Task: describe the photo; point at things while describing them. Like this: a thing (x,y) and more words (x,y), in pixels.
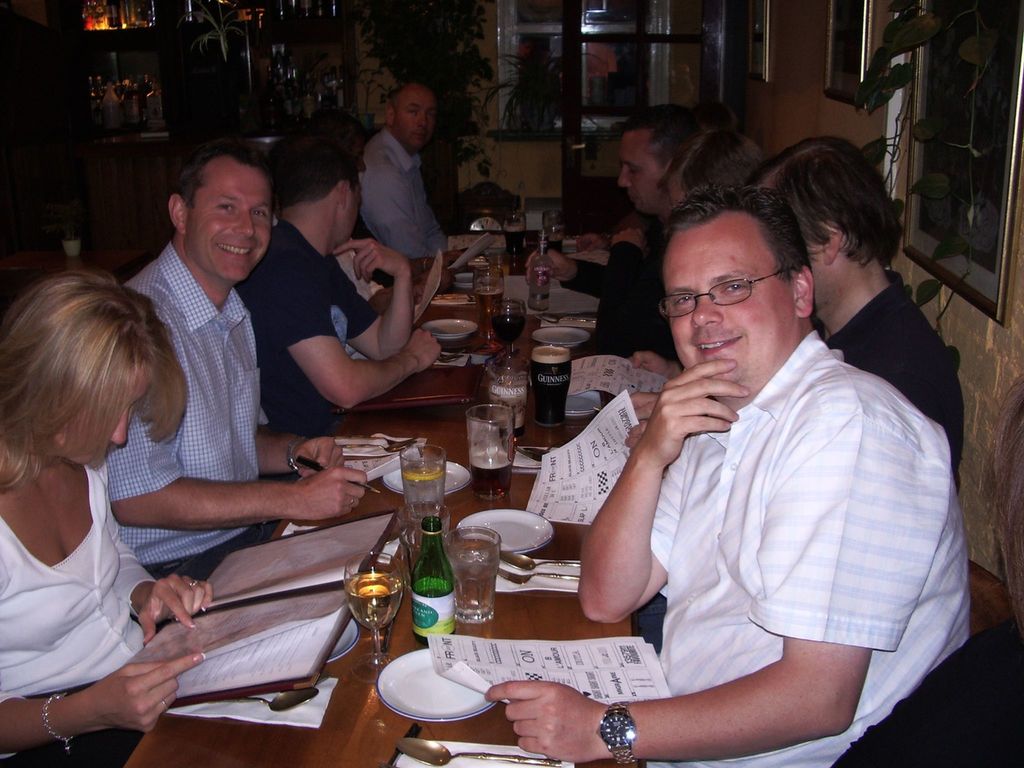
In this picture we can see some persons (766,391) sitting on the chairs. This is the table (345,754). On the table (378,756) there are glasses (417,466), bottles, books (265,668), and papers (607,453). On the background (649,105) there is a door (612,52). And these are the plants (226,44).
